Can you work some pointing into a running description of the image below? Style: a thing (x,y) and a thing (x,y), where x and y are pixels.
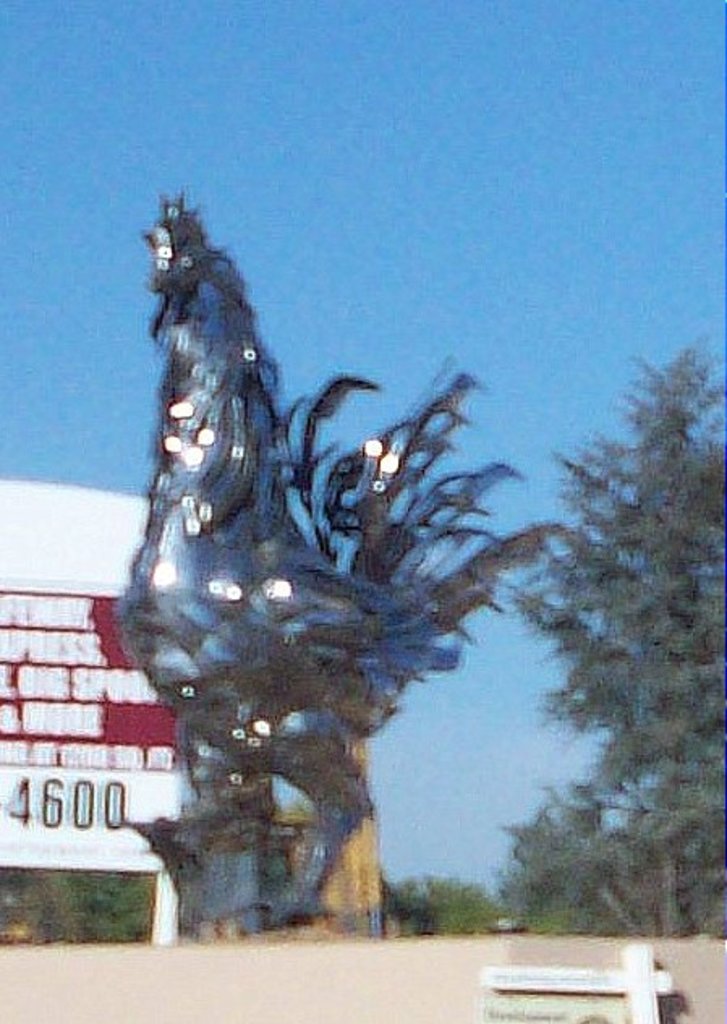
In this image in the center (272,605) there is one statue (237,689), and in the background (155,774) there are some trees (635,657) and board (160,789). At the bottom (405,955) there is a walkway (421,956).
